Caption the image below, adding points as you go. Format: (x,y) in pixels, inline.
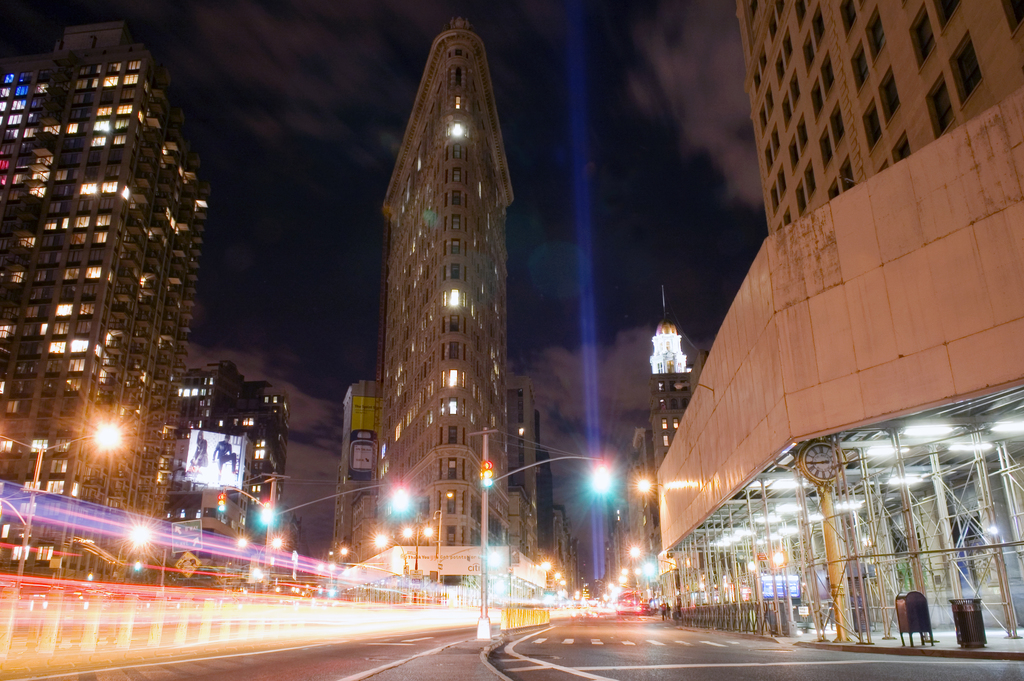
In the image there is a road (409,642) and around the road (393,633) there are many tall buildings (45,263), all of them are lightened up with beautiful lights (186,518) the road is very colorful.
